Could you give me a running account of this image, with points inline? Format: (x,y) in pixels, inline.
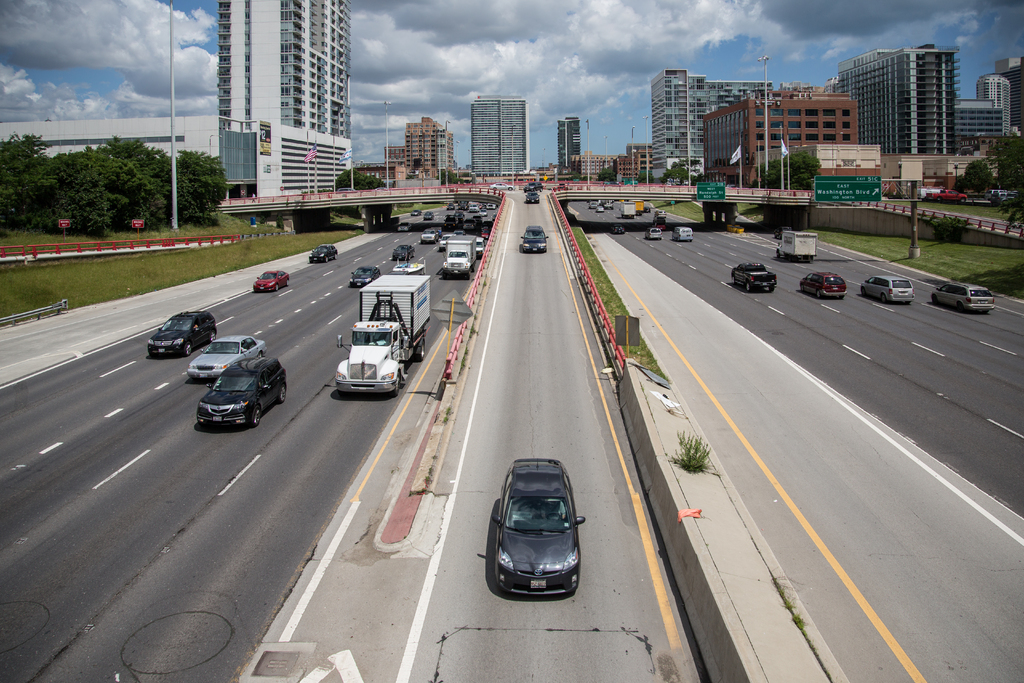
In this picture we can see some vehicles (526,249) on the road (367,256) and in between the road (508,227) there is a bridge (516,203). On the right side of the bridge (578,190) there are poles (892,199) with boards (705,189) and trees (805,175). Behind the bridge (534,203) there are buildings (594,156) and a cloudy sky (612,43).
